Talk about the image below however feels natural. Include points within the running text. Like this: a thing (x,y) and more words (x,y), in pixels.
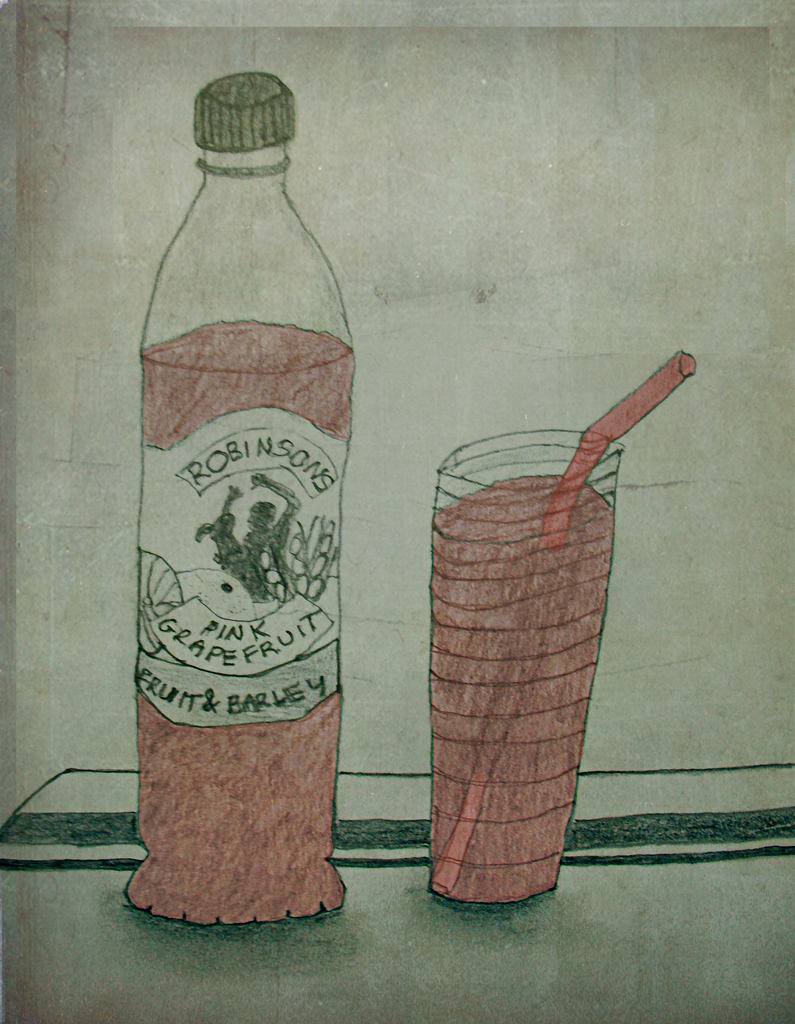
This image is an art. It is done on the paper (441,525) with a pencil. In this image there is a table (122,819) with a bottle (221,421) and a glass (465,649) of juice (487,767) on it.
